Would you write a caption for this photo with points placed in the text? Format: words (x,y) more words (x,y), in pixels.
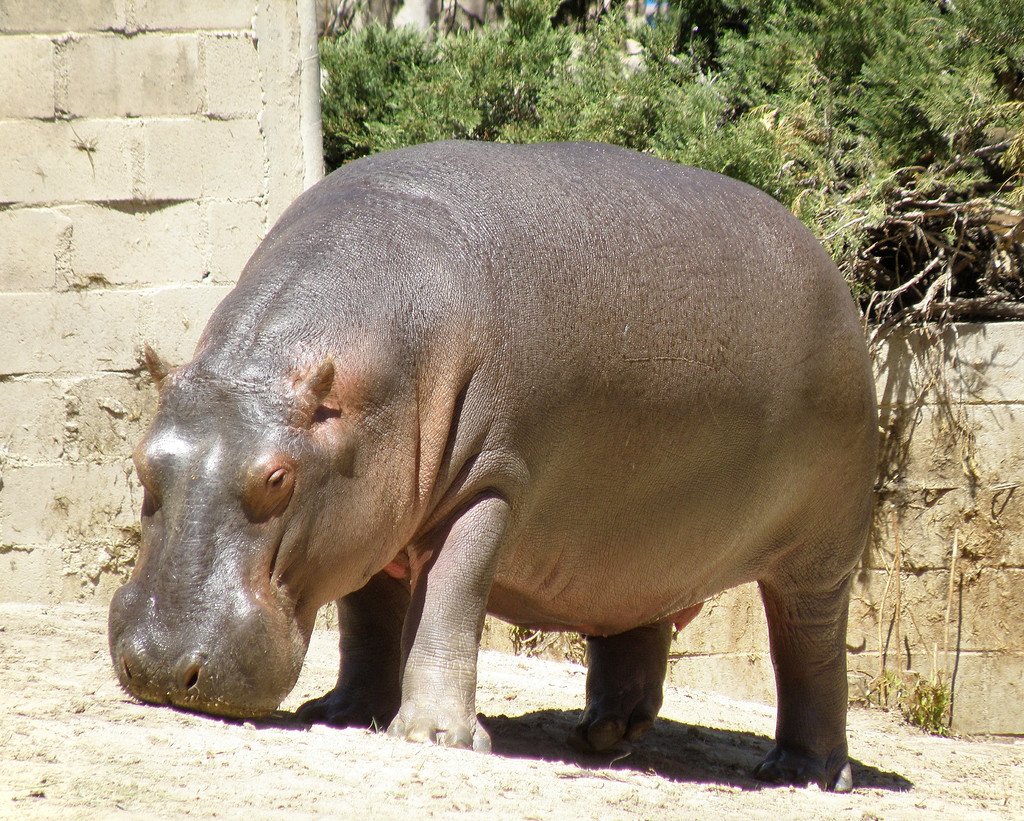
This picture is taken outside of the city and it is sunny. In this image, in the middle (591,290), we can see an animal (417,292). In the background (227,177), we can see a wall (81,164), trees (823,81). At the bottom (76,678), we can see a land (267,725) with some stones (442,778).
